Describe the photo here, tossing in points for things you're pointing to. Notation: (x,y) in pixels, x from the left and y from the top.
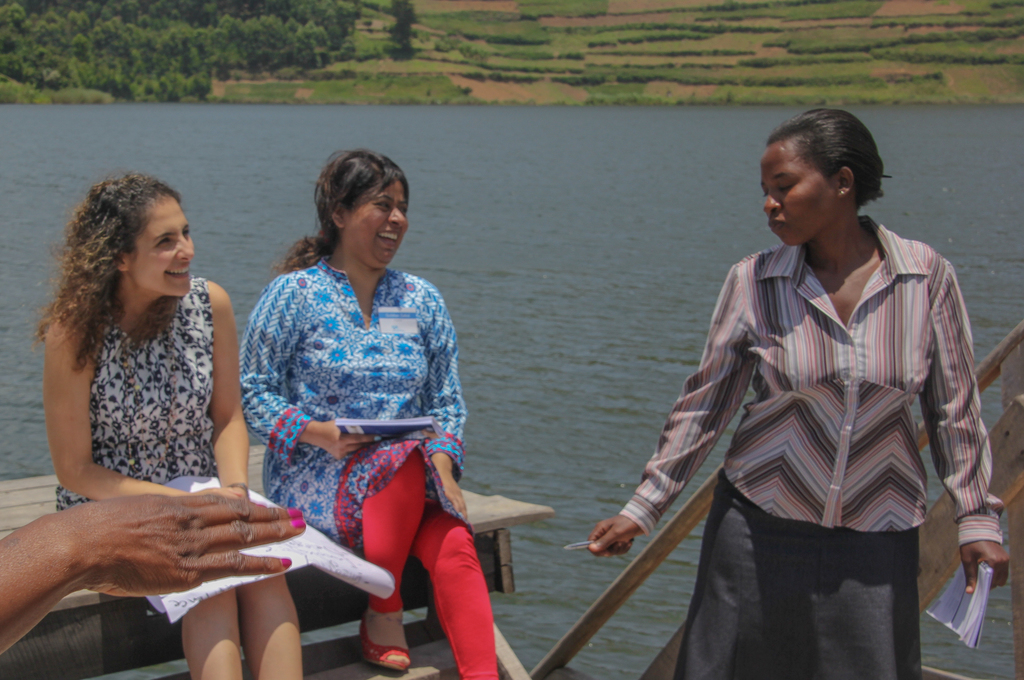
On the left side (117,340), there are two women (161,312) smiling and sitting on a wooden surface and there is a hand (208,562) of a person (191,557). On the right side (935,250), there is another woman (834,199) holding a book (988,586) with a hand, holding a pen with the other hand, standing. In the background (626,362), there is water (503,179), there are trees (21,48), plants (1019,25) and grass (803,2) on the ground (749,71).
